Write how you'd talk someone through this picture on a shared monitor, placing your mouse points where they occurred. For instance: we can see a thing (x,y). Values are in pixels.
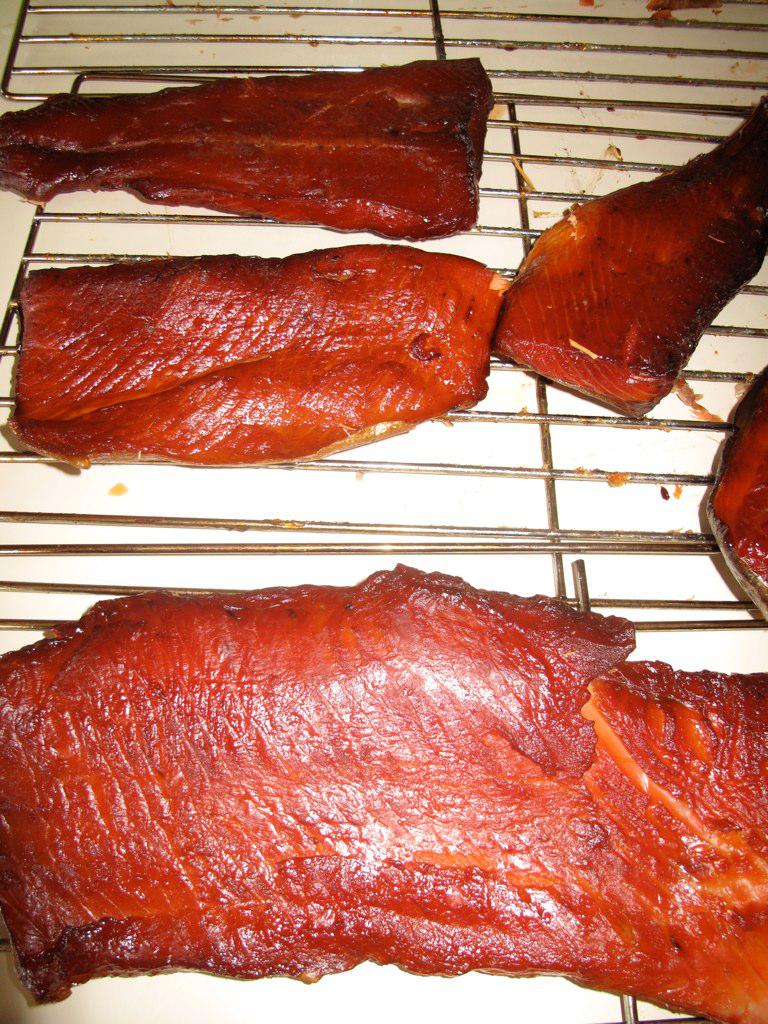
Here in this picture we can see meat pieces (404,140) present on the grill plates (548,448), that is present on the table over there.
